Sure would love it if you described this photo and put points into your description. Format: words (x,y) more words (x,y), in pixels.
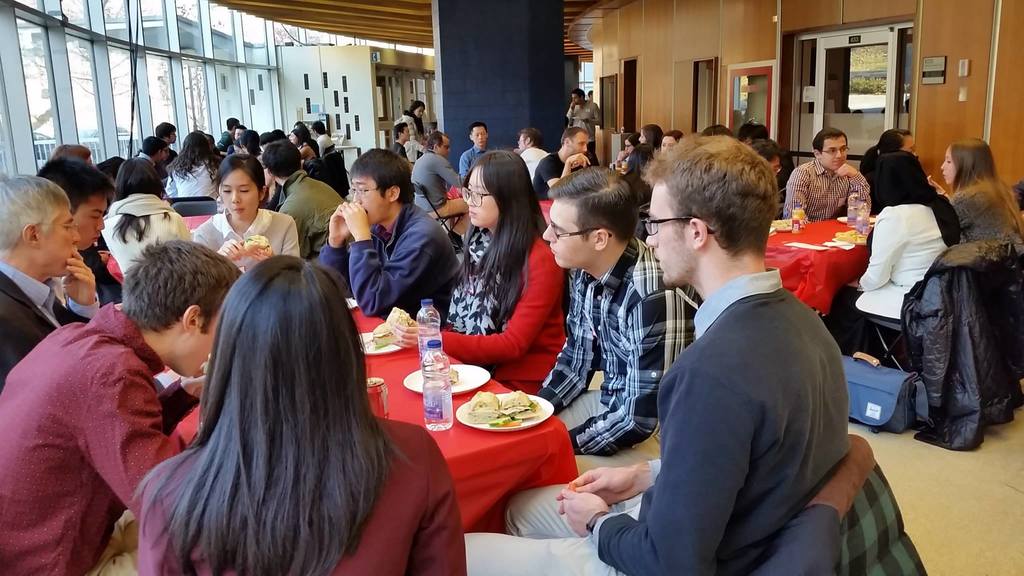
This image is clicked in a restaurant (513,112). There are many people (769,409) sitting in this image. In front of them there are tables (462,442) covered with red cloth (477,448), on which there are bottles (438,379) and plates (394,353) along with food (379,335). In the front (410,512) the woman (398,517) is wearing brown shirt (406,515). In the background (445,91), there is a wall (731,44) and windows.
